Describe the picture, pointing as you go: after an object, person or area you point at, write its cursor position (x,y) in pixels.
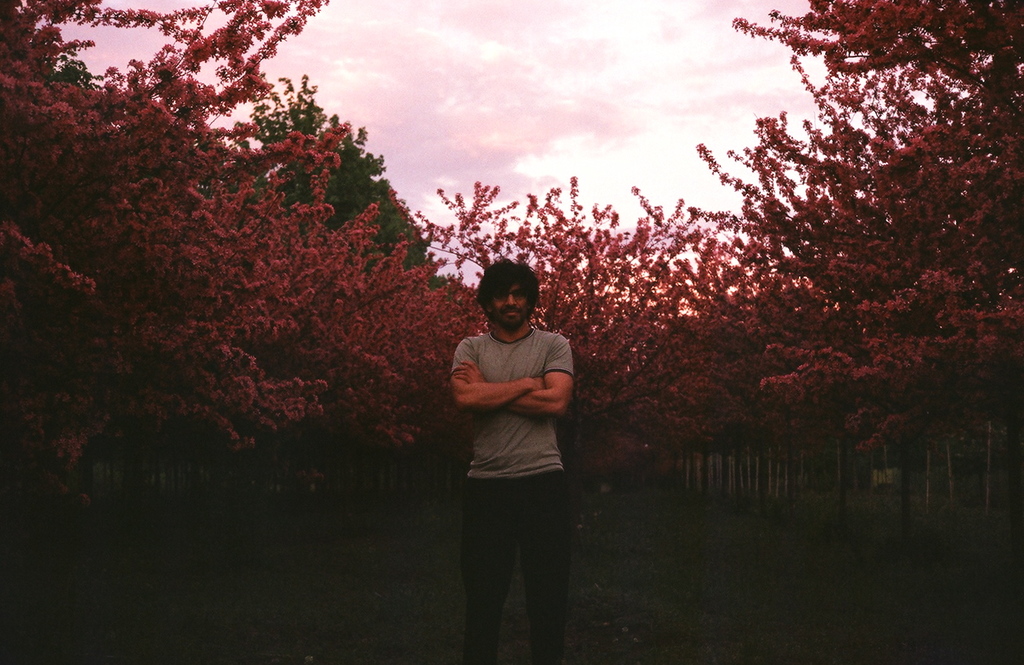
In this photo i see a man (460,361) who holding his hand (561,393) and some red trees (656,468) are there on his back (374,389).
